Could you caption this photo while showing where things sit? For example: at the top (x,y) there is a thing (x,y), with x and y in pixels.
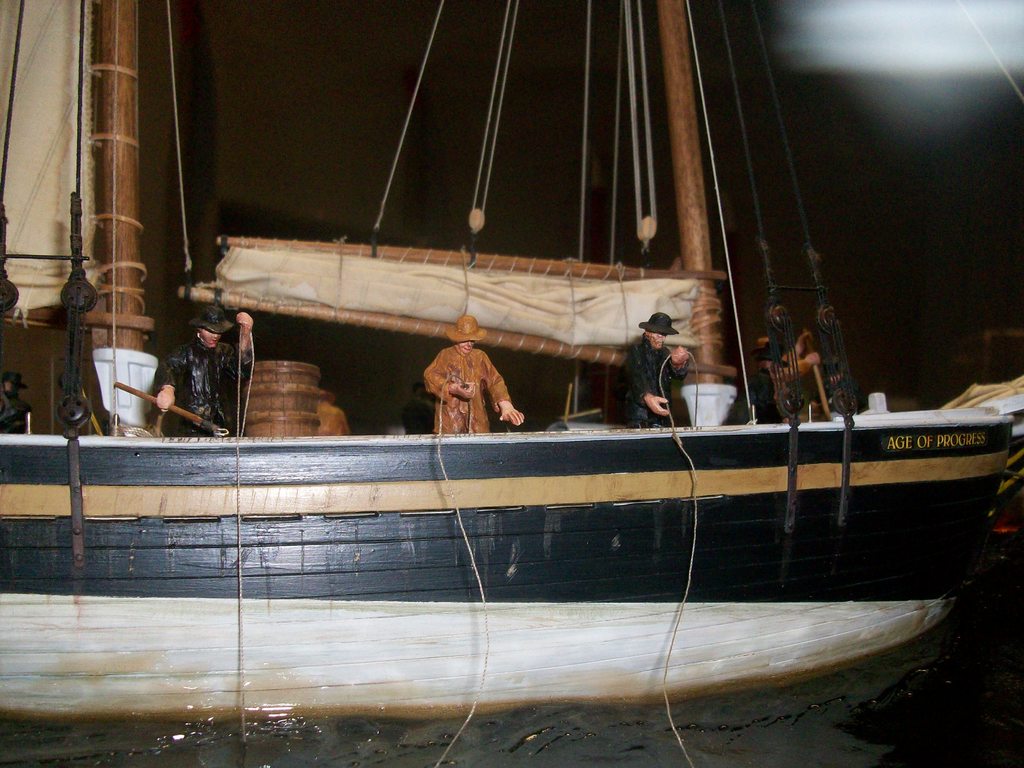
In this image I see a toy boat (703,406) and I see few words (977,445) written over here and I see mini sculptures (667,379) who are holding ropes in their hands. In the background (119,160) I see the wooden poles (135,149) and I see the ropes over here and I see 2 white color clothes (584,290) and it is dark over here and I see the water (89,723).
